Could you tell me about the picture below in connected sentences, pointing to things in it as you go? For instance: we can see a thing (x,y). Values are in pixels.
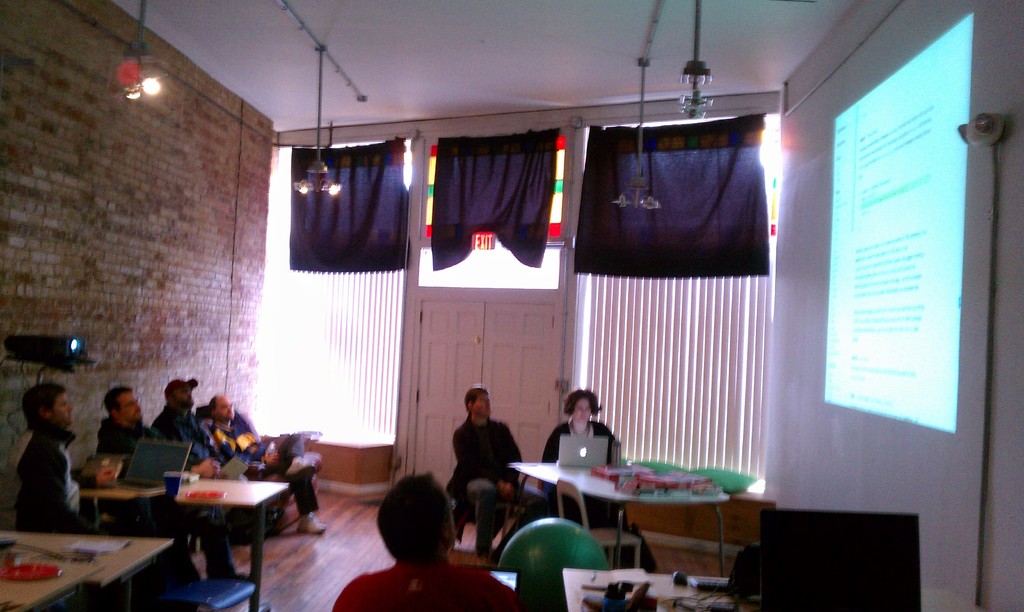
In this picture we can see some persons (311,464) who are sitting on the chairs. These are the tables (708,493). On the table (700,479) there are laptops (569,438). This is floor (330,557). On the background (624,166) there is a wall (14,363) and this is cloth (622,229). Here we can see a screen (872,310) and there is a light (145,88).
